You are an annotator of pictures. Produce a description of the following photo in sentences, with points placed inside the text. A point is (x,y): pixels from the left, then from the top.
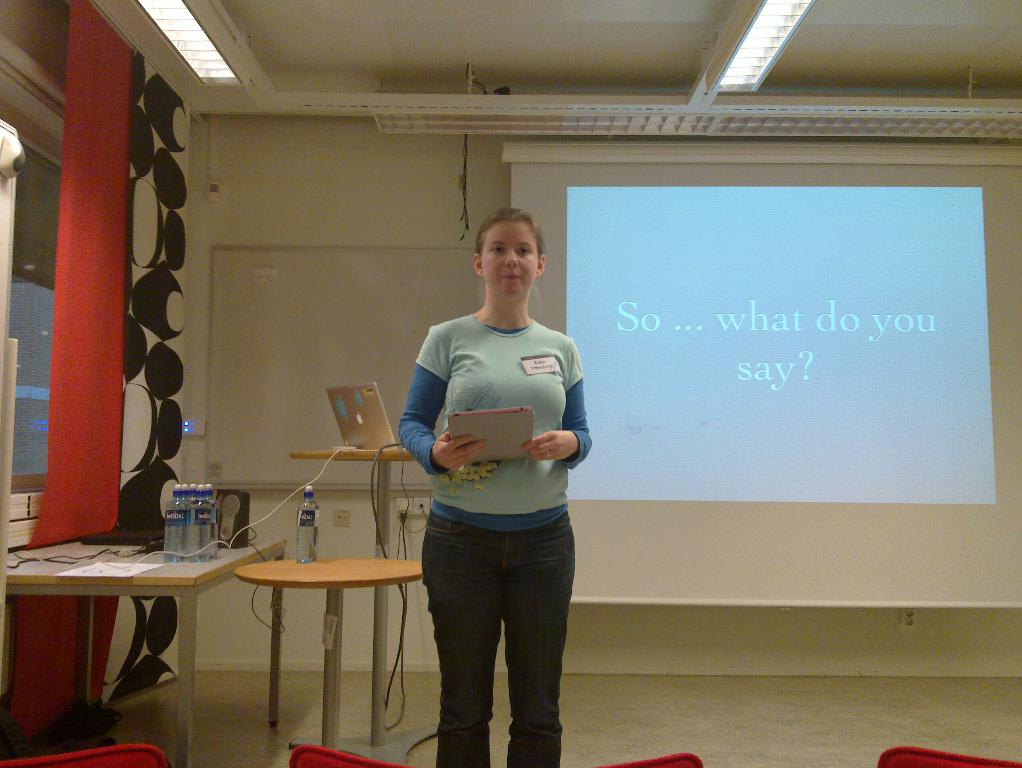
This is an inside view. In the middle of the image (498,494) there is a woman (505,383) standing and holding a tablet (491,434) in her hand (469,449). In the background (605,352) there is a wall (398,231) and a screen (600,216). On the top (764,61) I can see the lights (729,72). On the left side (285,583) I can see three tables (227,562) on that few bottles (300,510) and a laptop (359,430) are placed. Beside the table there is wall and a window (30,291) having a red color curtain (109,270) to it. On the bottom of the image (340,762) I can see four red color chairs (307,765).
